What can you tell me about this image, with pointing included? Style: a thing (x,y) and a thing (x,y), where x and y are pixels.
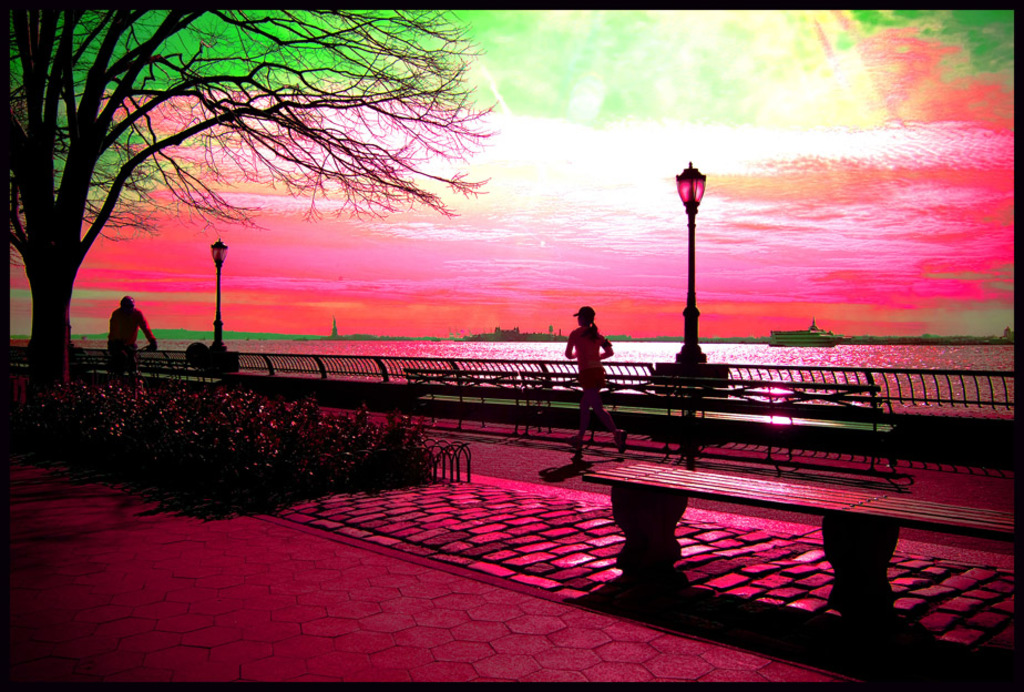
It is an edited image, on the left side (90,94) there is a tree (125,181), beside it a person (111,318) is riding the cycle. In the middle (597,401) a woman (590,380) is running, on the right side (840,534) there is a bench (826,537) and there is a lamp (689,194). At the back side (663,355) it is the water (621,348), at the top (617,151) it is the sky (611,149).
